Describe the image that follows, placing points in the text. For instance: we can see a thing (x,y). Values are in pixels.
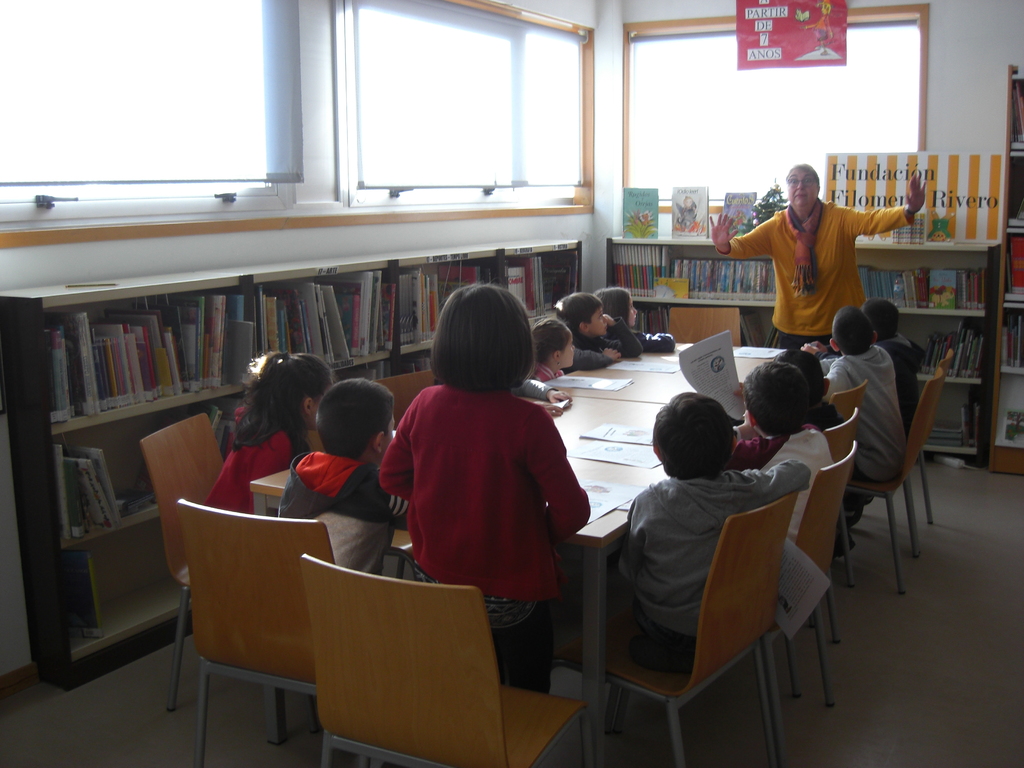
This picture describes about group of people (670,565) who are mostly seated on the chair (724,562), two people (455,476) are standing, in front of them we can see papers (607,448) on the table (589,420), and also we can find some books (132,329) in the book shelf (168,355) and a plant (763,202).
